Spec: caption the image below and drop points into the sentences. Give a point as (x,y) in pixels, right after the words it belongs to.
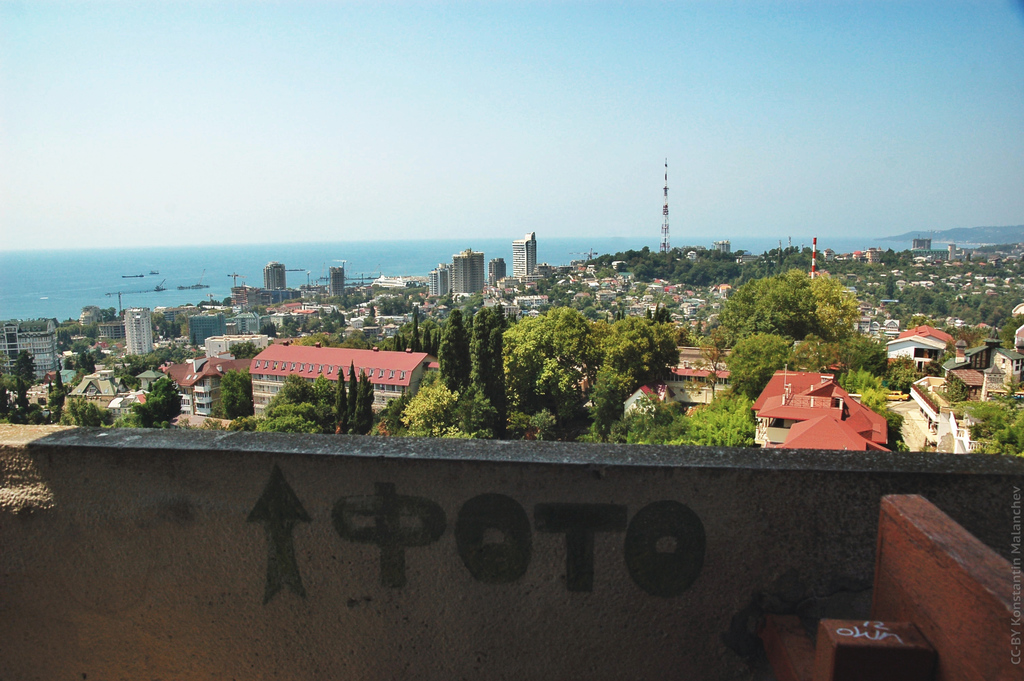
In this image I see number of buildings (989,366) and I see number of trees (475,356) and I see the wall (620,521) over here. In the background (690,161) I see the water (324,260) and the blue sky (449,87).
